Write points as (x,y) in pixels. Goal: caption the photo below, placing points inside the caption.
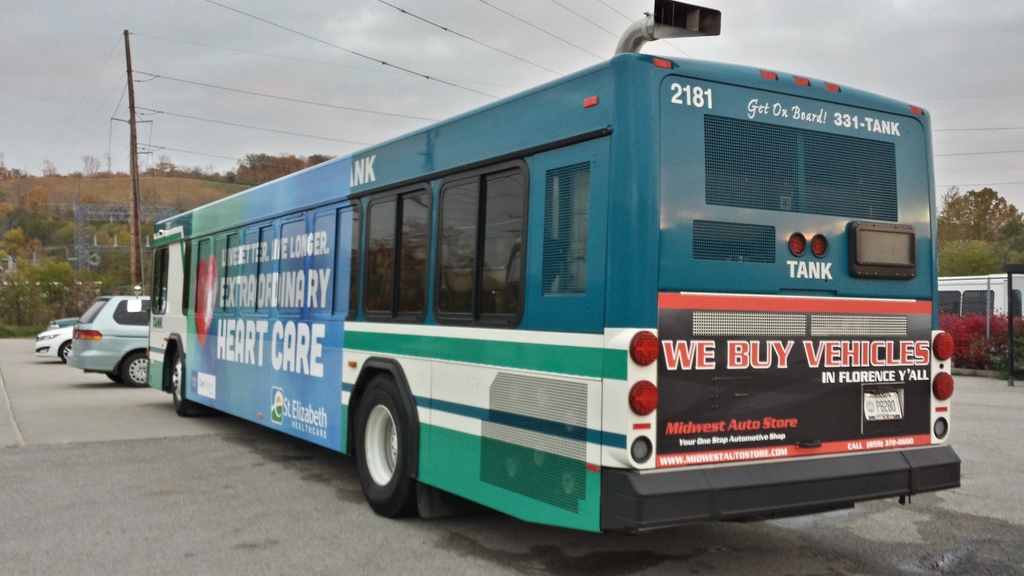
In this picture there is a bus (689,174) in the center of the image (391,296) and there are cars (102,315) on the left side of the image (81,362), there is a pole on the left side of the image (132,59) and there are trees (1006,249) in the background area of the image (15,206).
